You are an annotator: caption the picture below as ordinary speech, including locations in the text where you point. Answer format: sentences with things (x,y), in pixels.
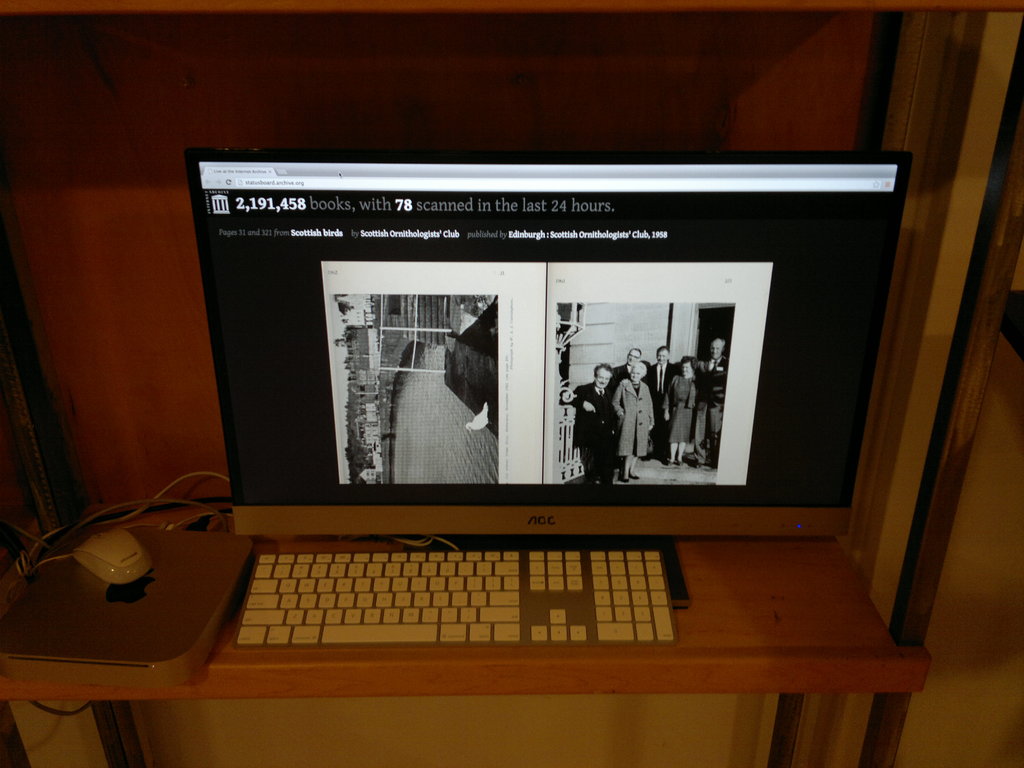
In this image I can see a keyboard (460,565), a computer mouse (74,558) and a monitor (571,401) on a table (749,614).
